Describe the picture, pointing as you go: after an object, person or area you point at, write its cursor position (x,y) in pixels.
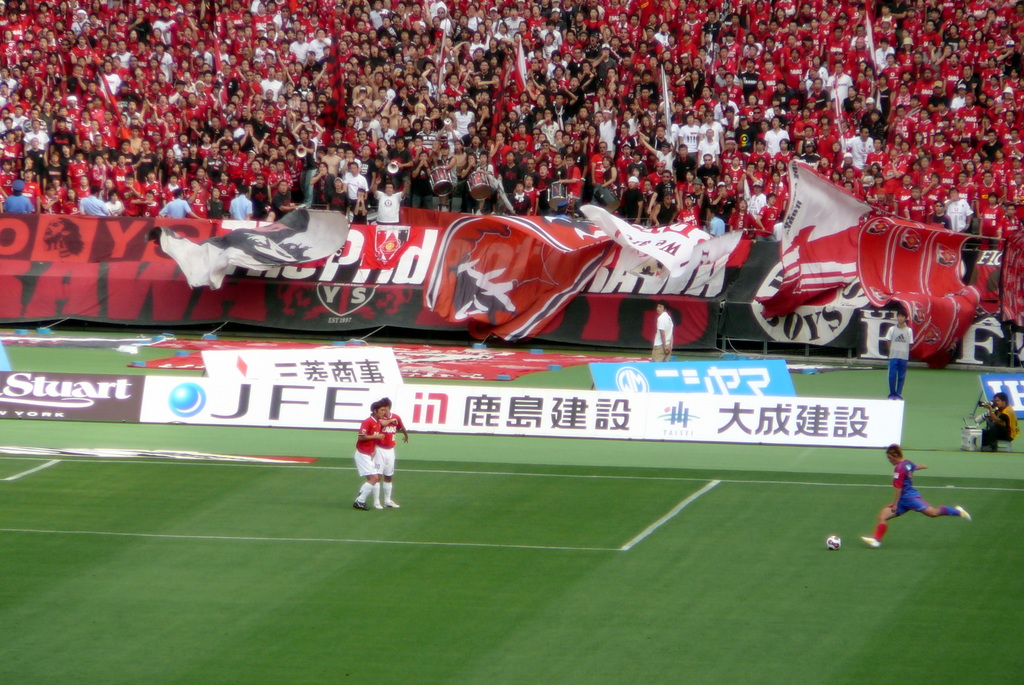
In the image we can see there are people (367,440) standing on the ground (849,555) and there is a football (836,545) on the ground (523,566). The ground (492,540) is covered with grass (494,550) and there are spectators (771,145) watching them and holding flags (282,236) in their hand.
